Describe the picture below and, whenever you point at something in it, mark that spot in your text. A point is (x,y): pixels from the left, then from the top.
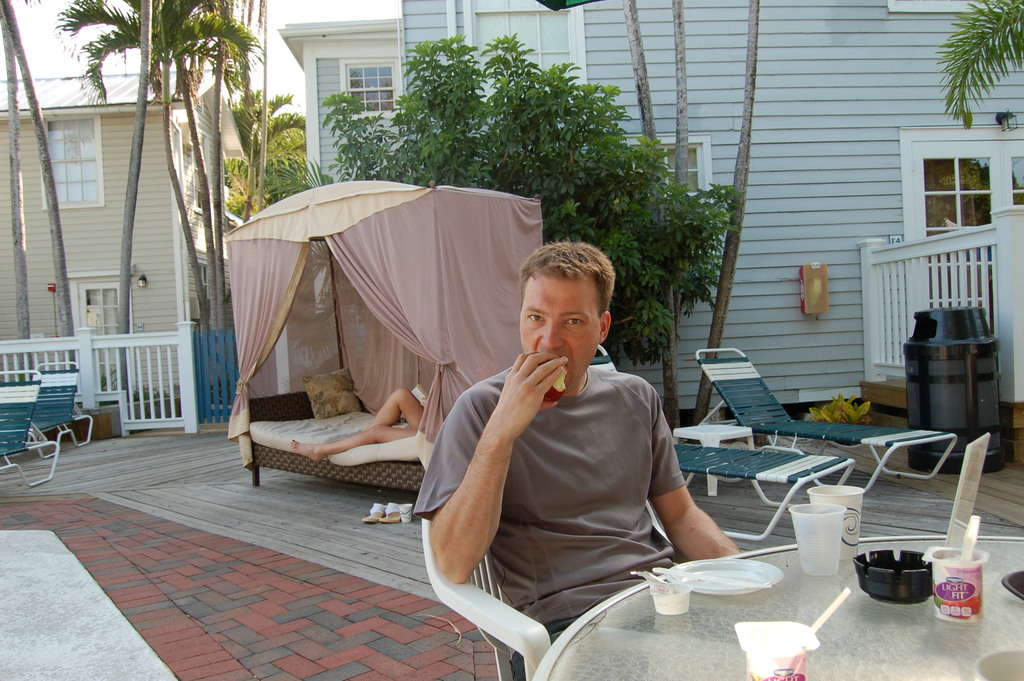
A man (494,494) is sitting on chair (475,622) and eating apple (551,386). In front of him there is a table (937,637). On the table (802,581) there are containers (679,598), cups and a plate (755,582). In the back (410,348) there is a tent (336,294) with a cot (294,416), bed (297,436) and pillow (327,396). There are buildings (827,143), trees (377,178), fencing (187,361), lying chairs (773,426), boxes (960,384), windows (962,209) are there.
